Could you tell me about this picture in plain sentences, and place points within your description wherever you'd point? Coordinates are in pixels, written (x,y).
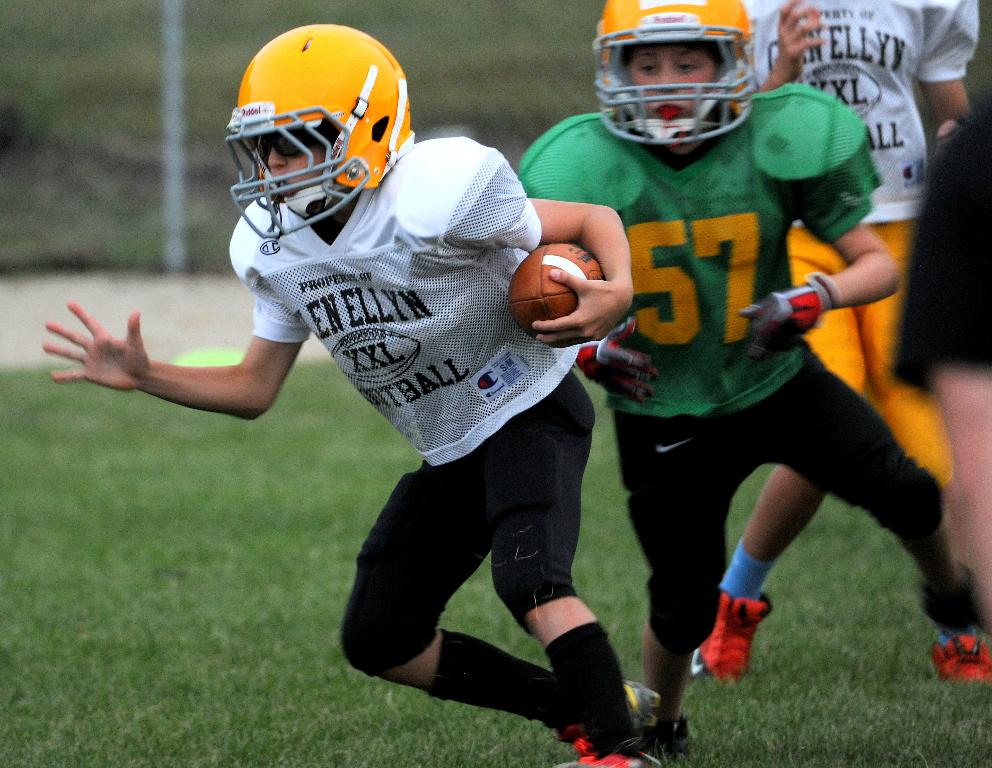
Here a person (419,283) is playing the game. This person (505,332) wore a white color t-shirt (416,335) and a black color short (504,488). In the right side (853,272) few other persons (671,48) are also playing the game. This is the grass (190,615) in the down side of an image.
